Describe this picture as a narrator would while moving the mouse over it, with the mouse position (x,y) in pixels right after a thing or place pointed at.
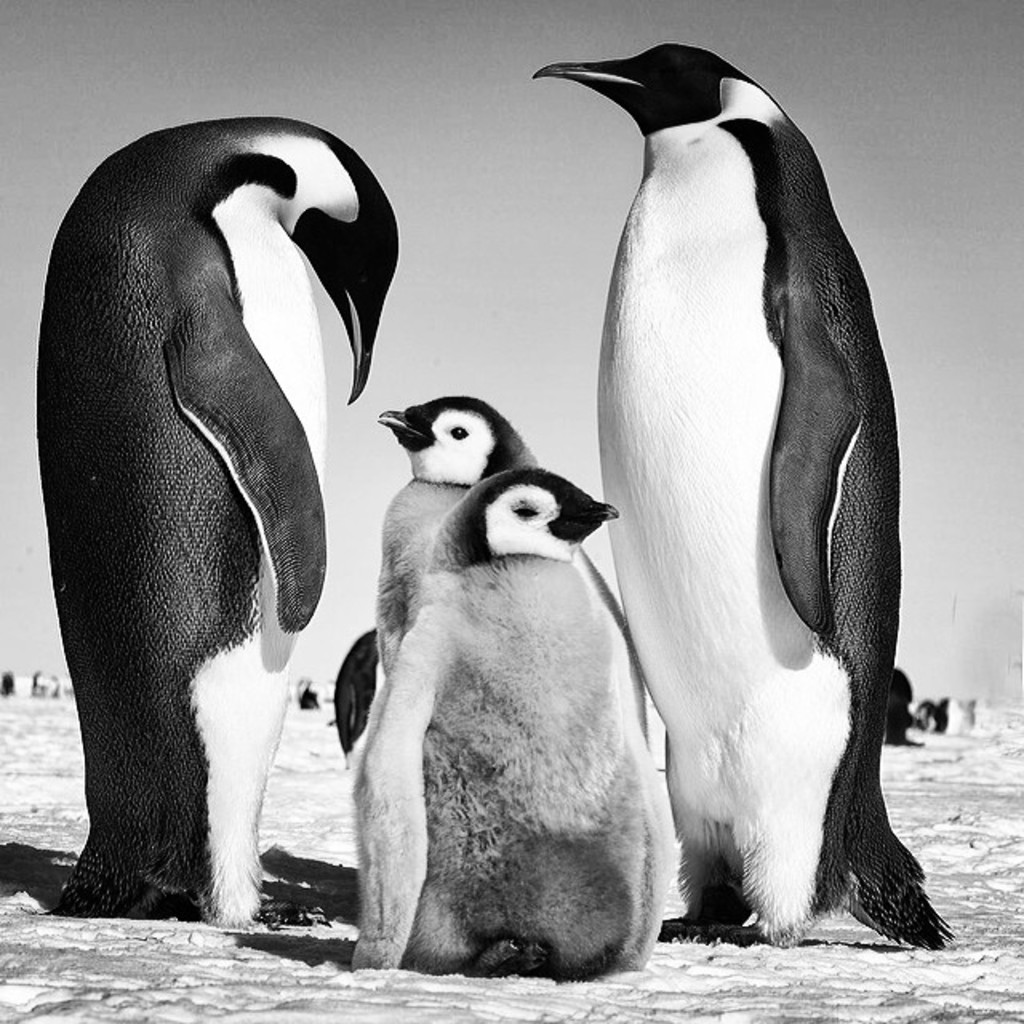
In this picture there are two big penguin (274,626) and two small (506,648), standing on the snow ground (458,983).
